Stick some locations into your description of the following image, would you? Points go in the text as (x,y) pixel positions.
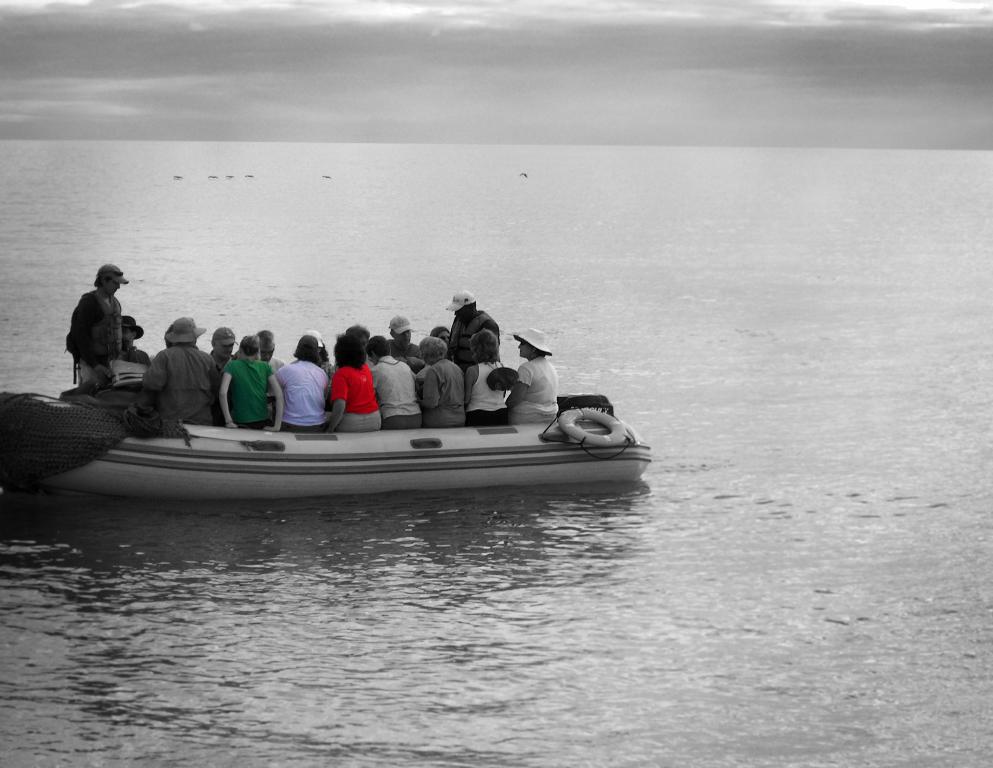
In this picture I can see there is a boat (448,441) sailing in the water (518,186) and there are a few people (145,363) sitting in it. There are few birds (214,178) in the backdrop (214,178) and the sky (408,40) is cloudy. This is a mostly black and white image.
